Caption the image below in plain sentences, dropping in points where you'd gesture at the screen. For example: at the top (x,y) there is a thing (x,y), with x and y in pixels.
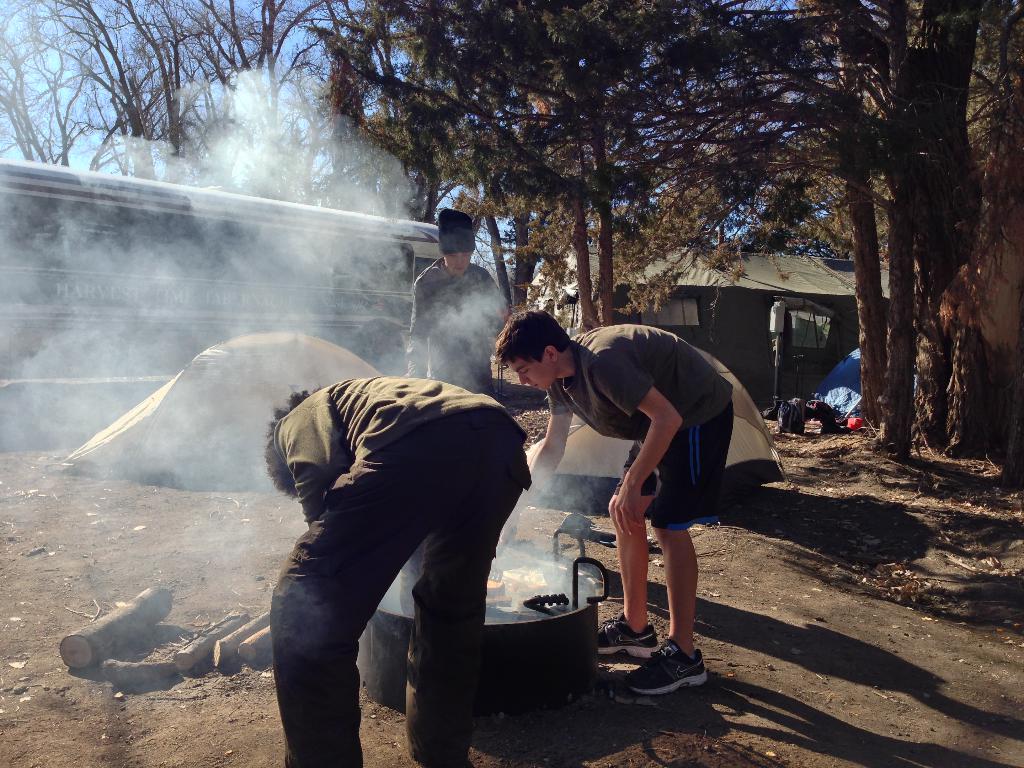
In this image in the middle (640,418), there is a man (638,400), he wears a t shirt (632,383), shorts (664,516) and shoes (650,675). On the right (859,372), there are trees (836,195), tents (836,319). In the foreground (392,483) there is a man (398,488), he wears a t shirt (328,474), trouser (314,620). In the middle (444,342) there is a man (480,306), he wears a t shirt (475,327). At the bottom (150,623) there are wooden sticks (107,642), vessel (505,633). In the background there are trees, tent (235,356), bus (290,273) and sky (296,41).
